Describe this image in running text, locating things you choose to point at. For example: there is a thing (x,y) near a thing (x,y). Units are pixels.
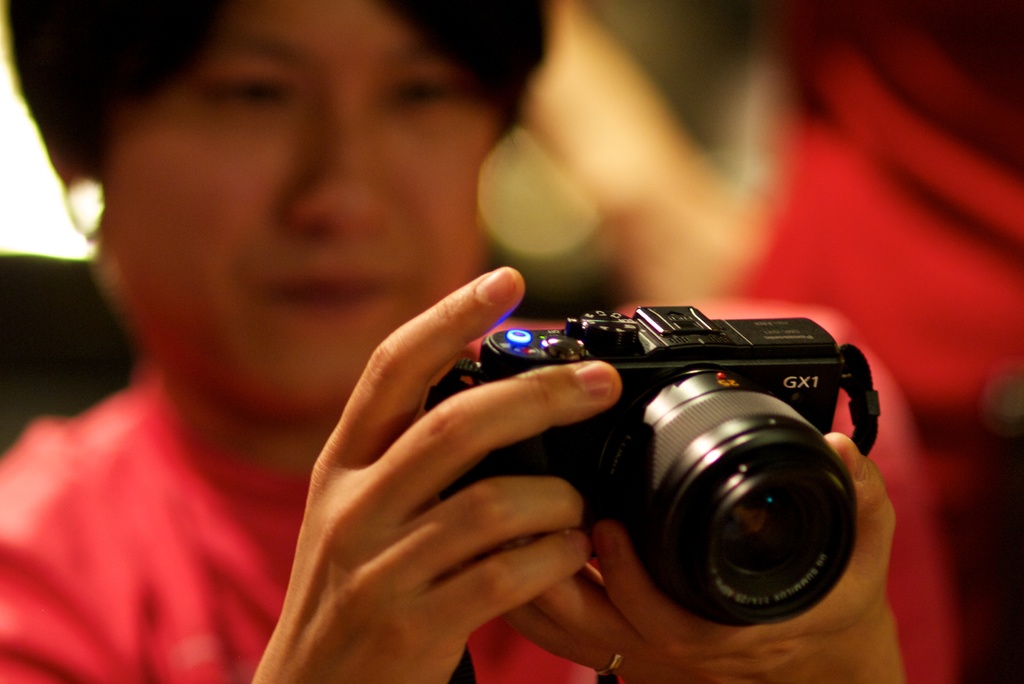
In this image I can see a person (488,408) holding a camera (554,336).
